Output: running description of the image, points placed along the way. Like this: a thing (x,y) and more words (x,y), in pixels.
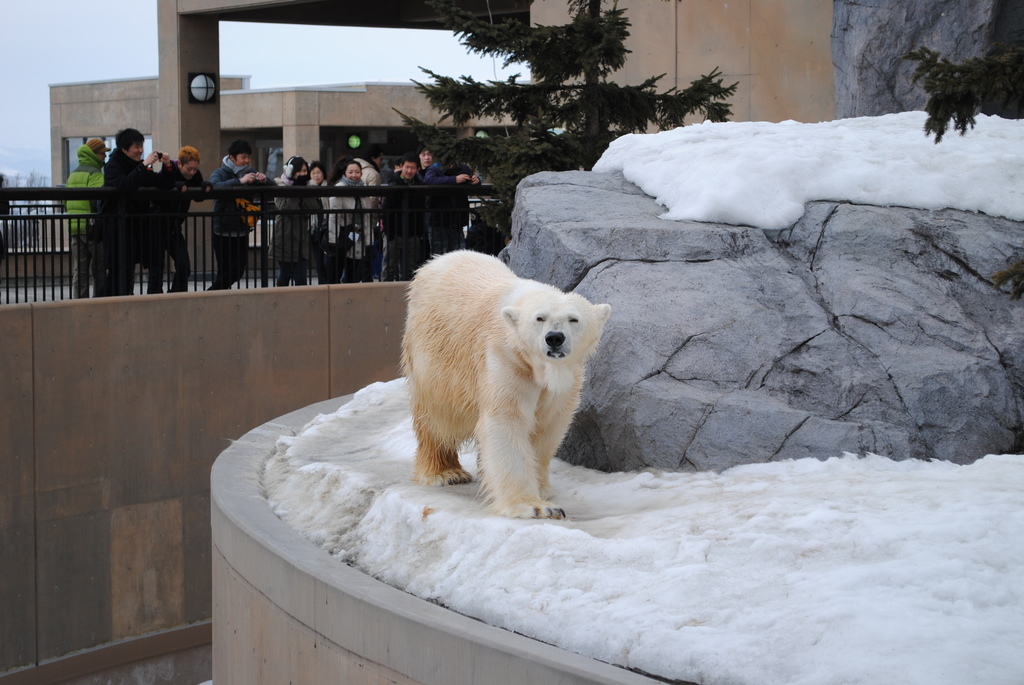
In this image in the right (916,438) there is a stone (975,232). There is a polar bear (467,356) in the middle (488,388). On the ground (458,528) there is snow (700,561). In the background (746,76) there are trees (982,79), building (175,72), boundary (69,243). Few people (93,243) are standing watching the bear (454,285). The sky (104,46) is clear.
